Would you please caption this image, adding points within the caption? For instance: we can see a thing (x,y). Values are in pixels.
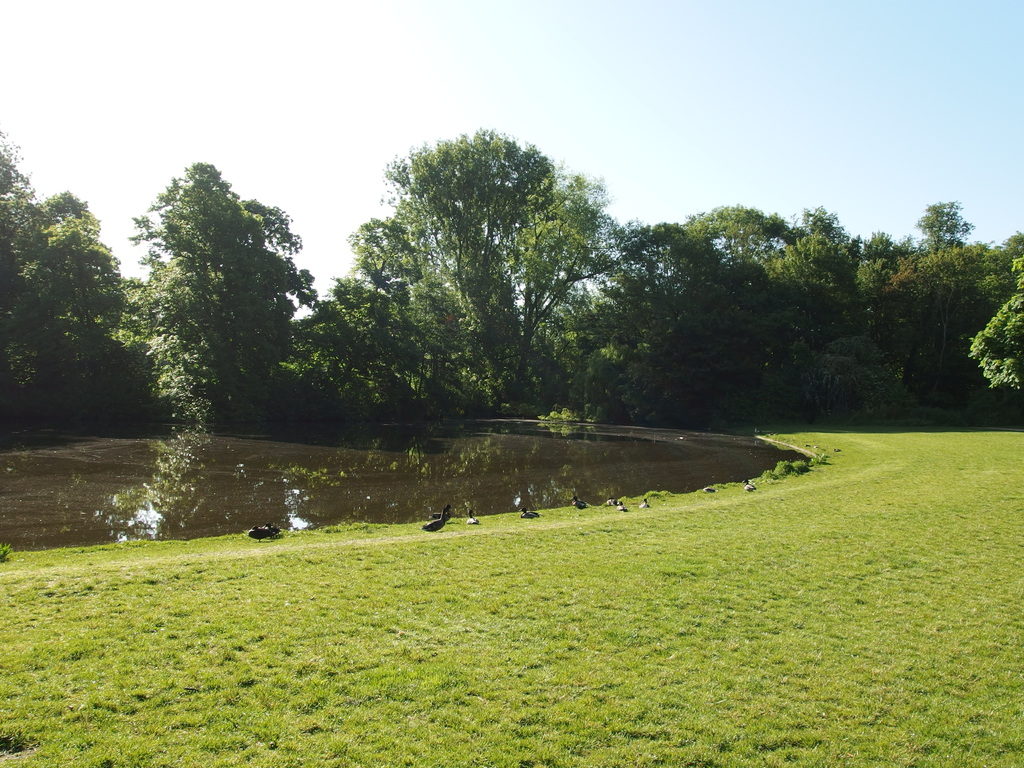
In this image, we can see birds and in the background (415,301), there are trees (628,308). At the bottom (704,626), there is water (702,484) and ground (688,626).
